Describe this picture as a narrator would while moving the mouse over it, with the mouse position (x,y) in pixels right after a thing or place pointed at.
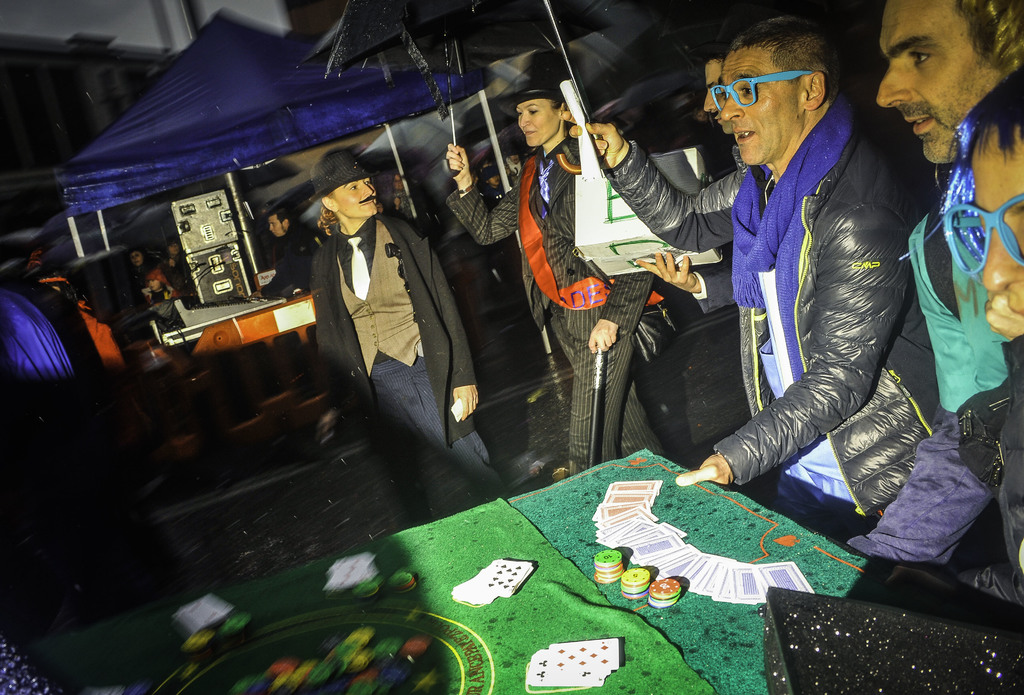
At the bottom of the image (549,605) we can see a table (681,570). On the table (687,605) we can see a cloth (620,605), cards (495,568), coins (397,665). Beside the table (628,605) we can see some persons (1007,157) are standing. In the center of the image (364,272) we can see two ladies (557,311) are standing and wearing costume (454,207) and a lady (454,207) is holding an umbrella (481,14) and stick (595,360). In the background of the image (211,35) we can see a tent (176,177), speakers (235,277), table (253,346) and some persons (39,282).
